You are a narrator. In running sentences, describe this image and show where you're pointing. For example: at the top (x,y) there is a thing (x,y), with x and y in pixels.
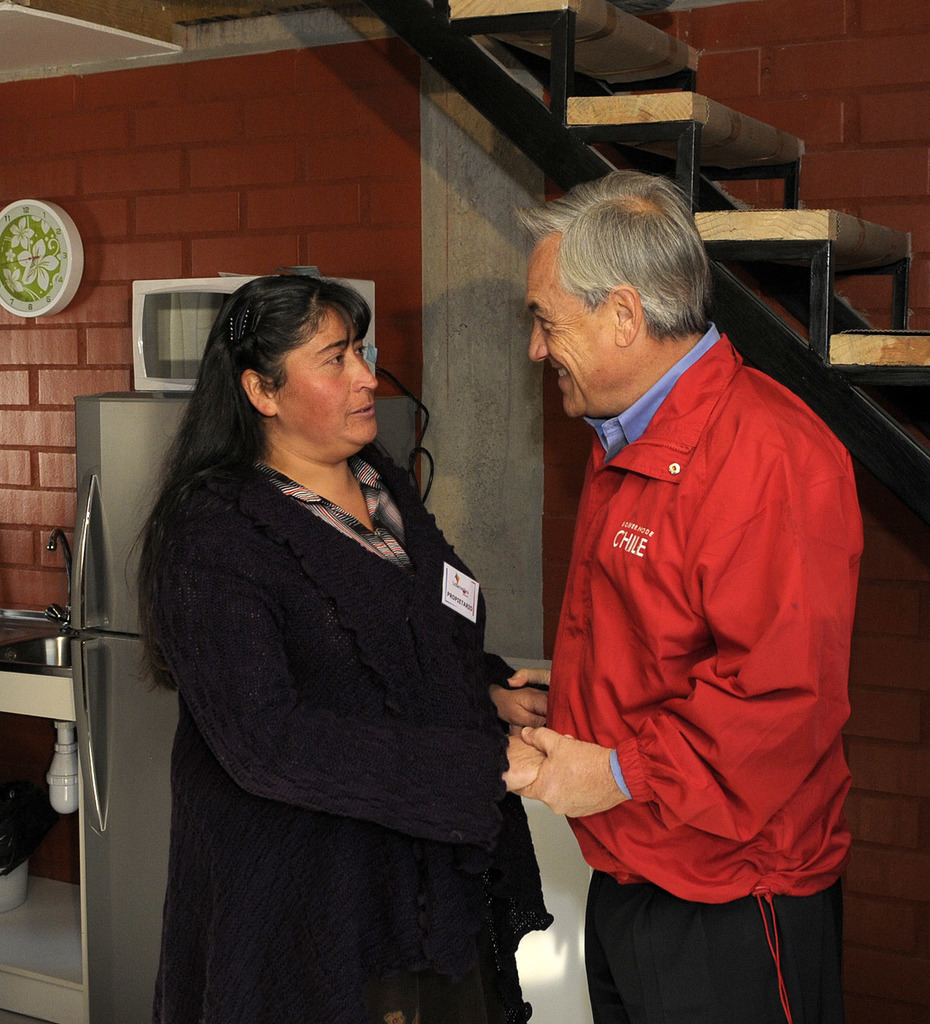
These two people (413,596) are looking at each-other and holding their hands (528,703). A clock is on the wall (123,264). Above the fridge (134,717) there is an oven (184,345). Beside these people (706,332) we can see stairs (677,183). Beside this fridge (161,695) we can see sink (46,666) with pipe (65,728) and tap (67,539). Under the sink (16,669) there is a bin (22,838).
